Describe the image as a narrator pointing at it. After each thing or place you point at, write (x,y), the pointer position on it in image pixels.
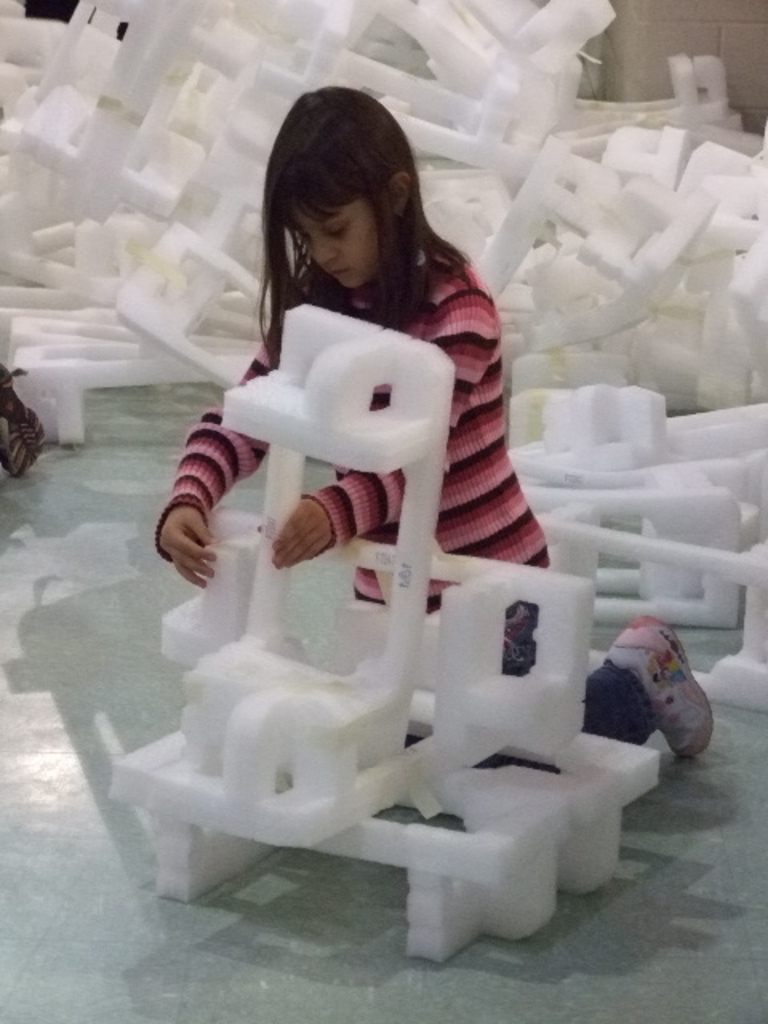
In this image there is a person (365,493), there is an object (385,555) in front of a person (345,494), there is a shoe (27,436) truncated towards the left of the image (10,399), there are objects (149,220) truncated towards the top of the image (247,48), there are objects (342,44) truncated towards the left of the image (169,28), there are objects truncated towards the right of the image (686,469), there is a wall (653,21) truncated towards the top of the image (692,38).
